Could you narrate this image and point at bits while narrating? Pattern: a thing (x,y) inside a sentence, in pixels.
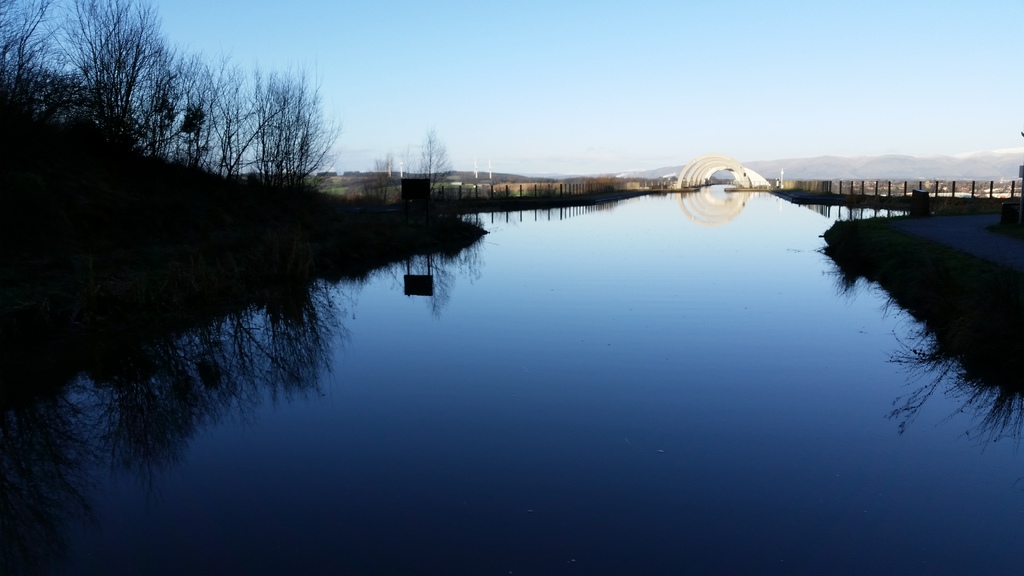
In the center of the image (518,283) we can see a canal (614,387) and there are trees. We can see fence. In the background (522,158) there are hills (884,165) and sky (707,100).
